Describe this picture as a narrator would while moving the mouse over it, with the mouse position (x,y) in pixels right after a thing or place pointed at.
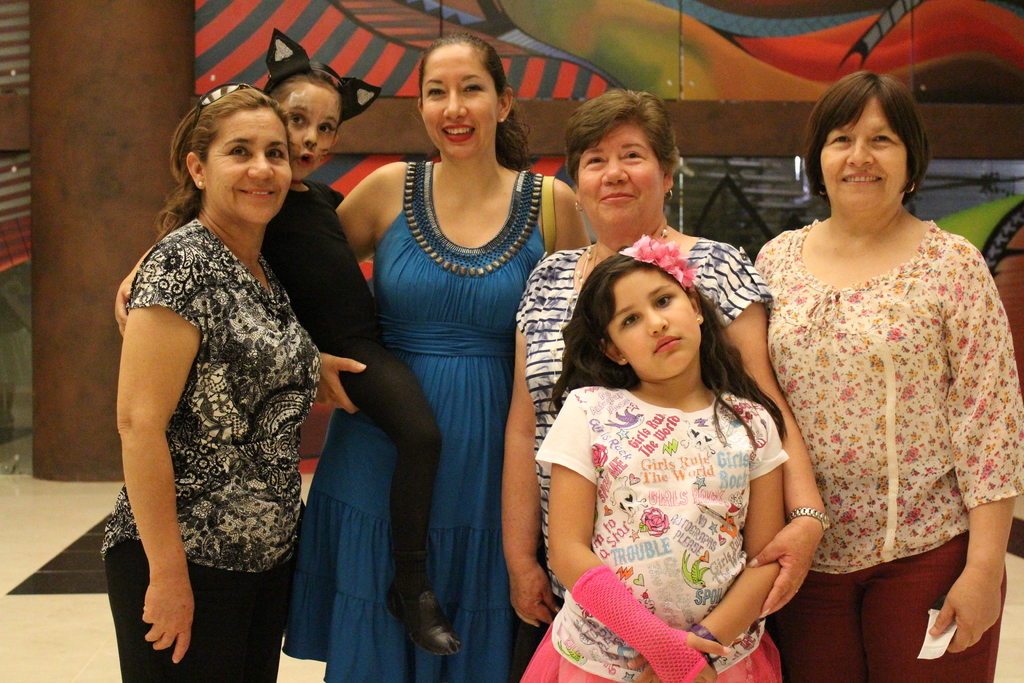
In this image few women (526,495) are standing on the floor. A woman (441,409) wearing a blue dress (447,386) is holding a kid (356,288) in her arms (356,236). Kid (355,343) is wearing a black dress (344,282). A girl (679,493) at the front side of image (670,488) is wearing a white top (653,576). Behind her there is a woman (543,312) holding her hand (764,575). Behind them there is a wall (751,155) painted.
